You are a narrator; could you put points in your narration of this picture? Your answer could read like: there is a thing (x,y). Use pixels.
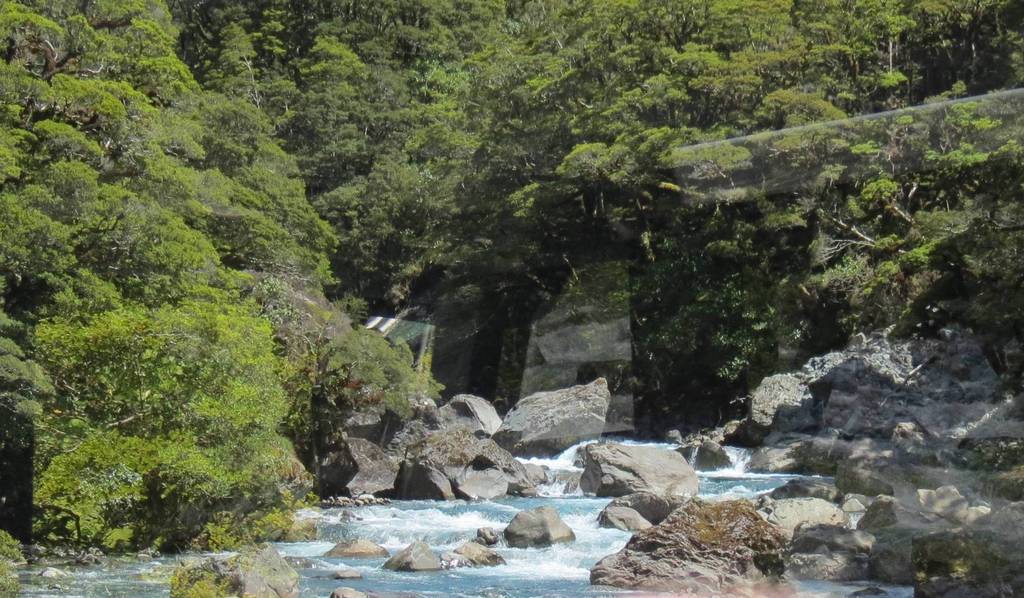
In this picture we can see water (571,470), few rocks (502,452) and trees (306,154).
